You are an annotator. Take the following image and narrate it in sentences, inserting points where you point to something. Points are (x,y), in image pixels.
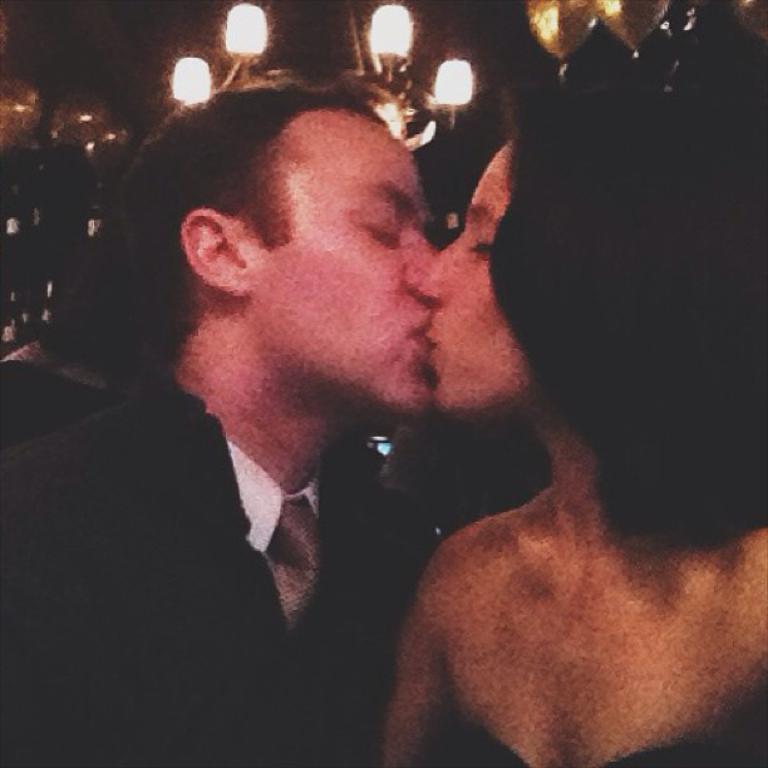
In this image I can see a man (386,303) and a woman (448,270) in the front (566,307). I can see both of them are kissing. On the top side of the image (180,87) I can see few lights (397,21) and I can also see this image is little bit blurry.
